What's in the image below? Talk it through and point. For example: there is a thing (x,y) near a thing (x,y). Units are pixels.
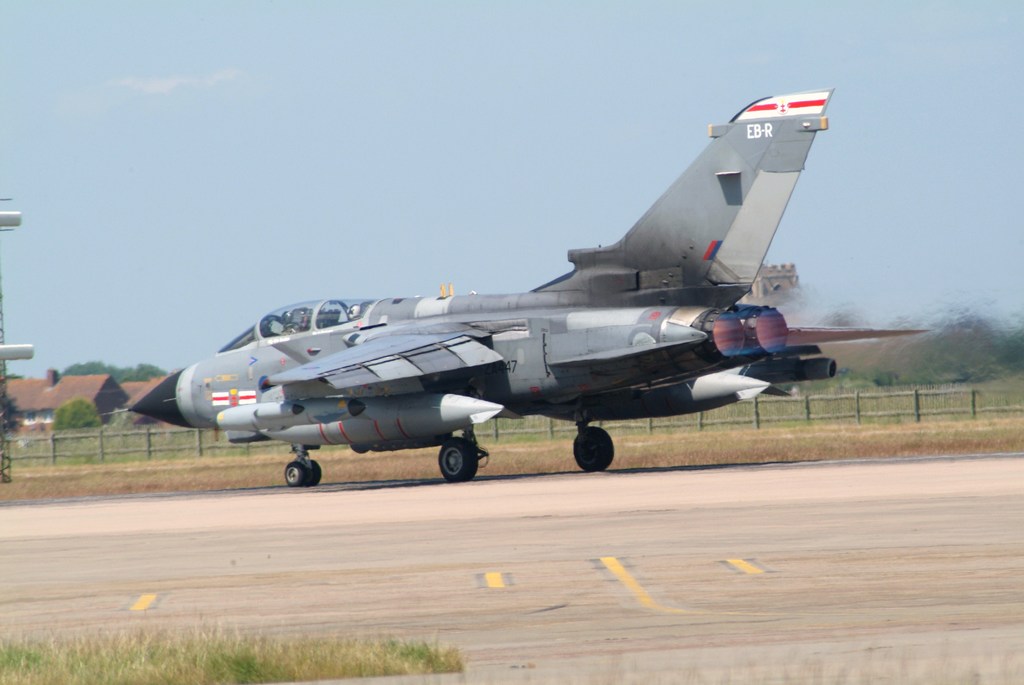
In this picture I can see an aircraft (539,369) in the middle (505,393), in the background (89,396) there are houses (126,403) and trees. At the top (482,144) there is the sky (487,142), at the bottom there is the grass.
